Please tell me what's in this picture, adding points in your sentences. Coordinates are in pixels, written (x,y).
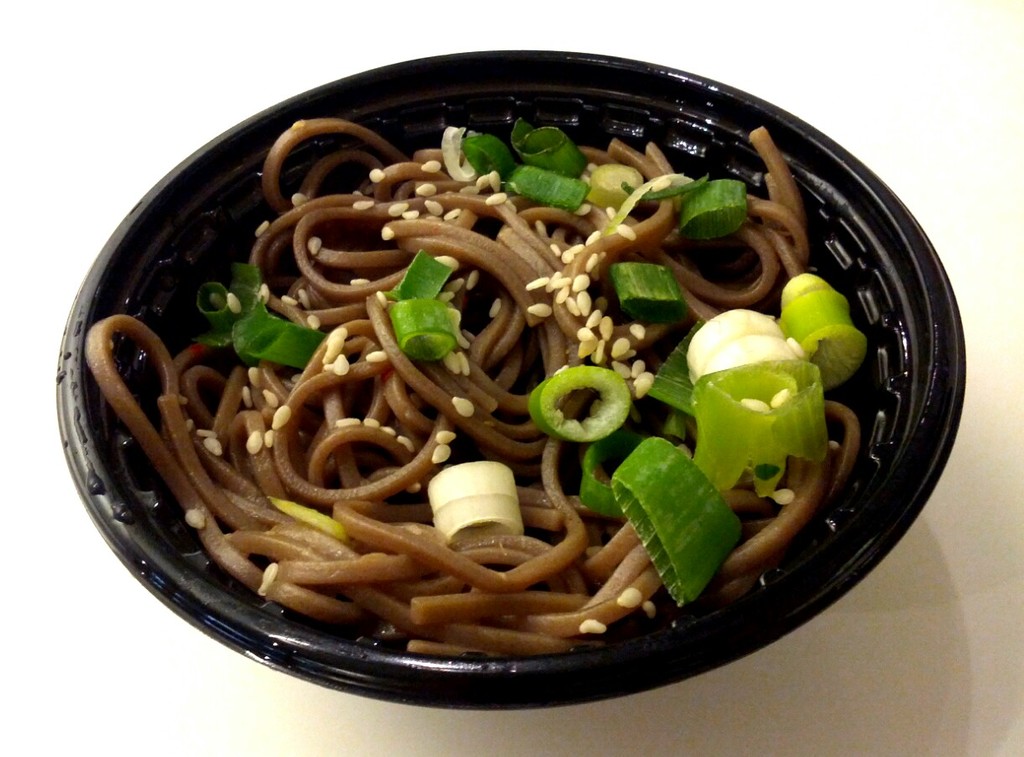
Here we can see food (450,333) in a bowl (735,116) which is on a white platform (71,512).
